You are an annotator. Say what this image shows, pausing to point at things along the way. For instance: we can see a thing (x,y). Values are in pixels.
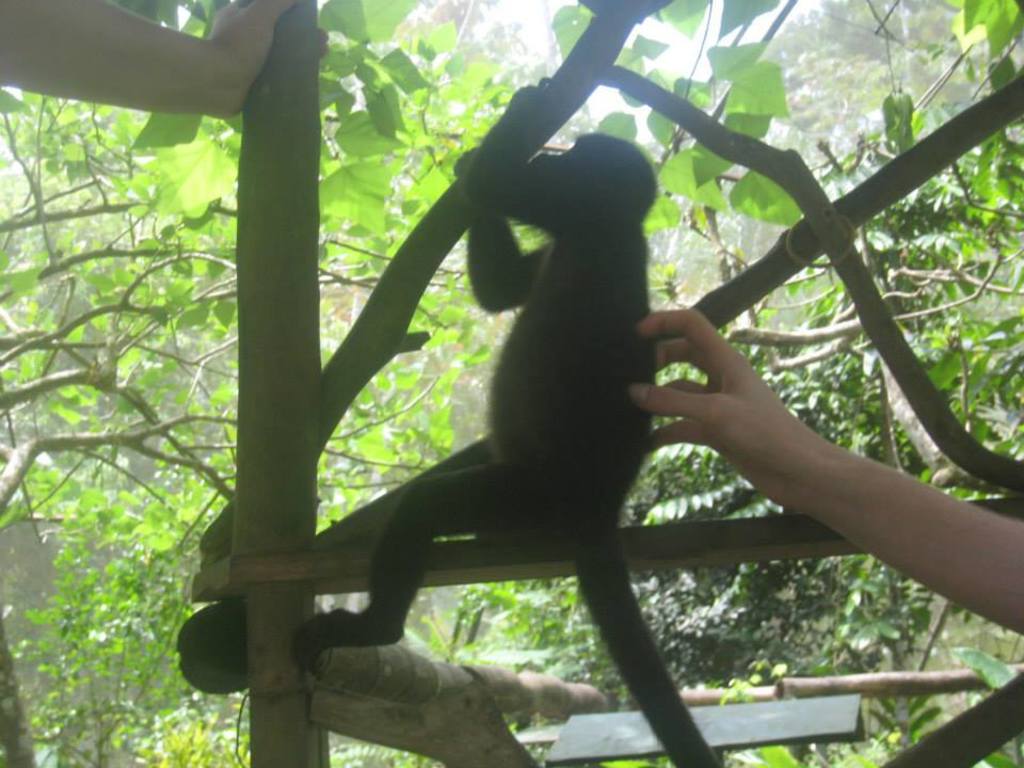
In this image we can see a monkey (617,399) holding a wooden log (416,681) and we can see some trees (753,485) in the background (811,269) and there are two hands (138,50).
